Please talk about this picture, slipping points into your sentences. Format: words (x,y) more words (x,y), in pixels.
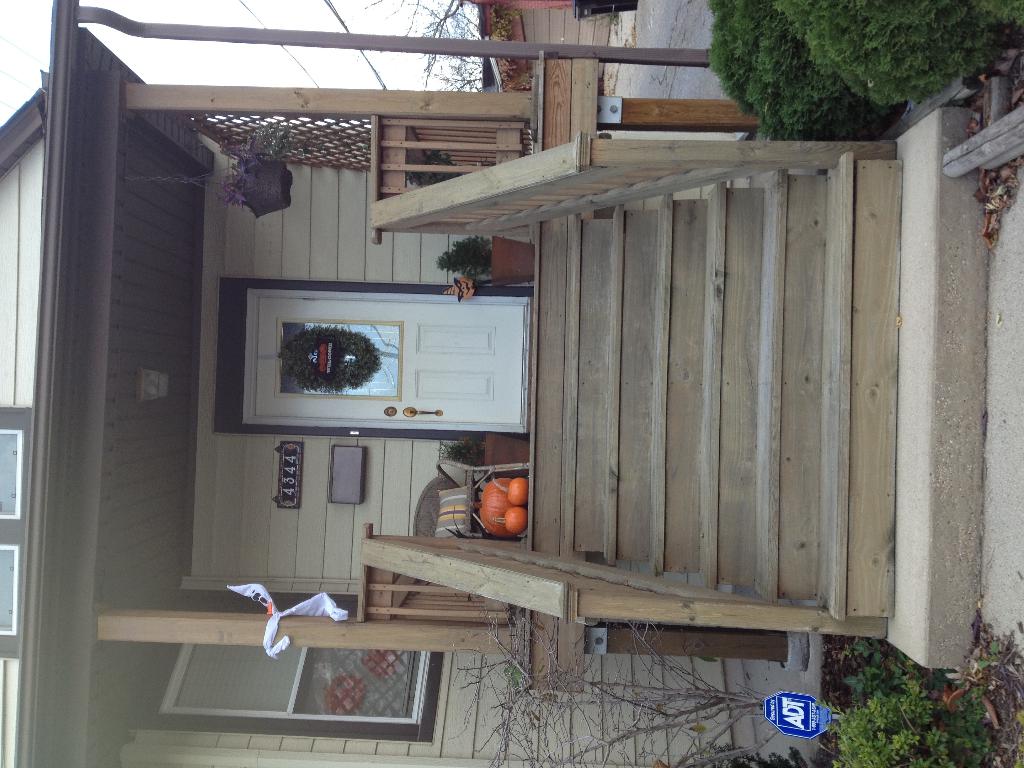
In the middle of the image (542,458) we can see a chair (426,526), pumpkins (522,518) and a house (258,378), in front of the house (620,619) we can find shrubs (857,673), in the background (617,10) we can see a dustbin (580,8) and trees (474,30).
